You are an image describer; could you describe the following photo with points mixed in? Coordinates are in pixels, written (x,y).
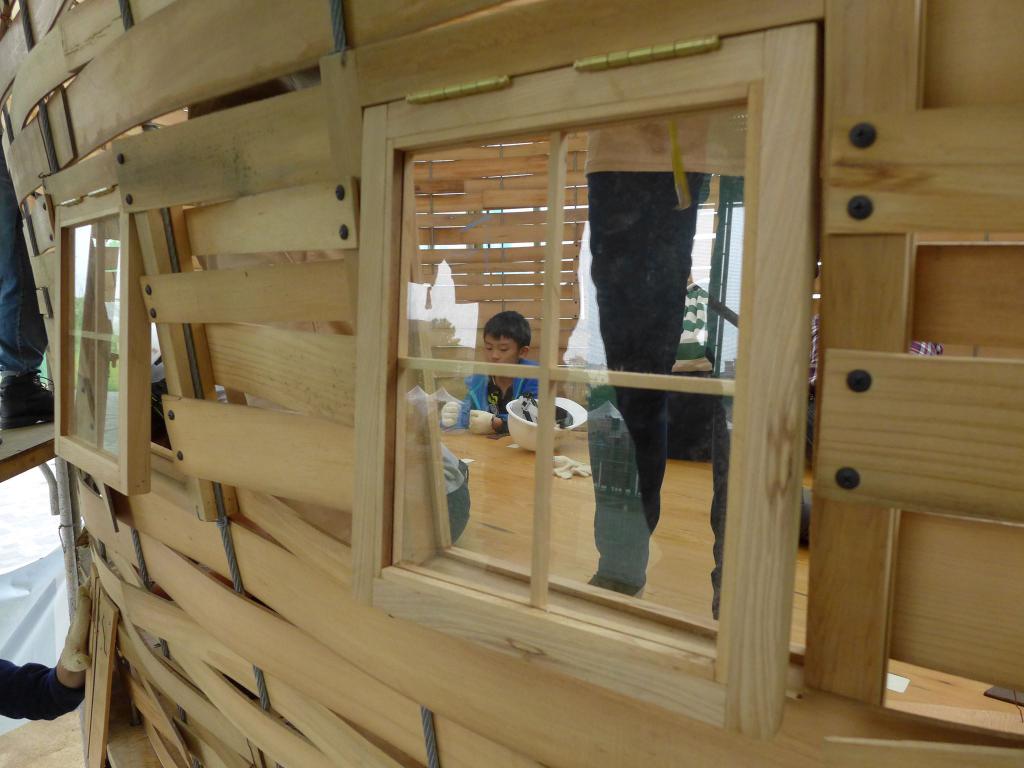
This is child (518,394), these are windows (506,479), this is wooden structure (371,646).
